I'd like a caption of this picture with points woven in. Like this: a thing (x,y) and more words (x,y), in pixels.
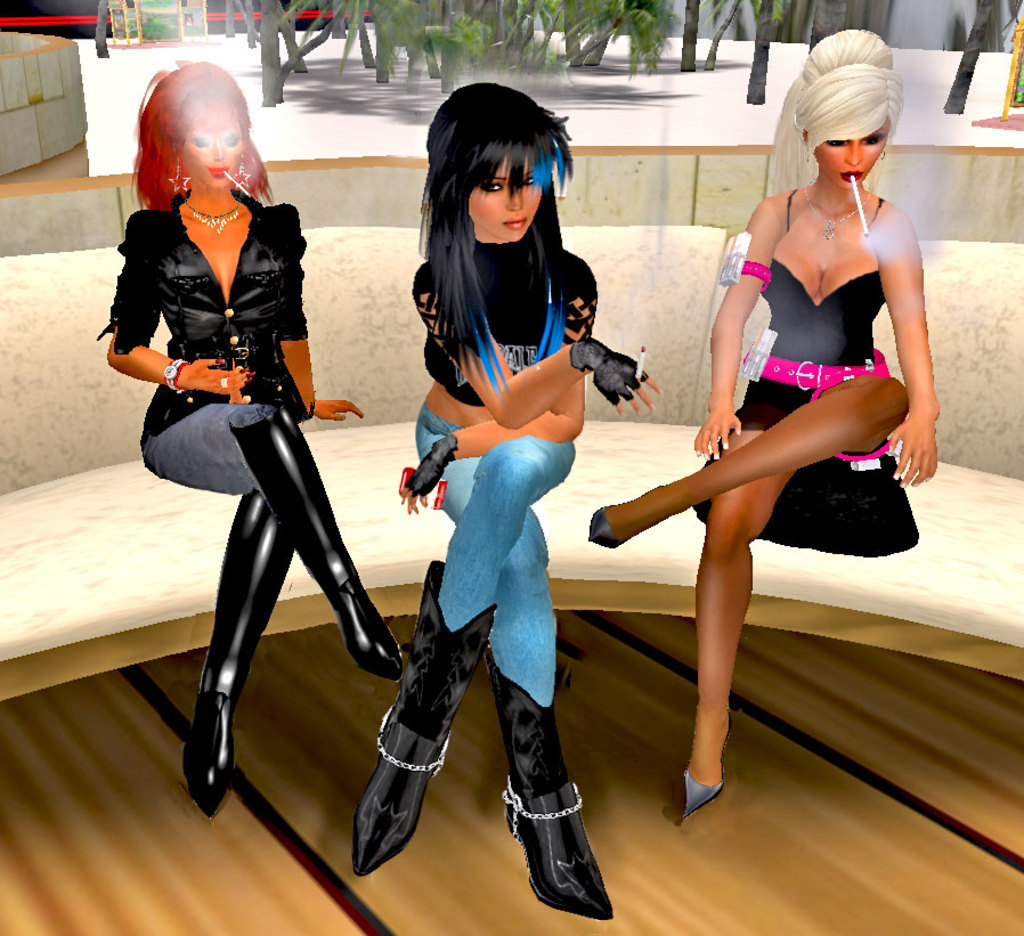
This image is animated. In the front (599,561), we can see three women (522,472) sitting in a sofa (70,475). In the background (973,65), we can see the trees (958,82).
